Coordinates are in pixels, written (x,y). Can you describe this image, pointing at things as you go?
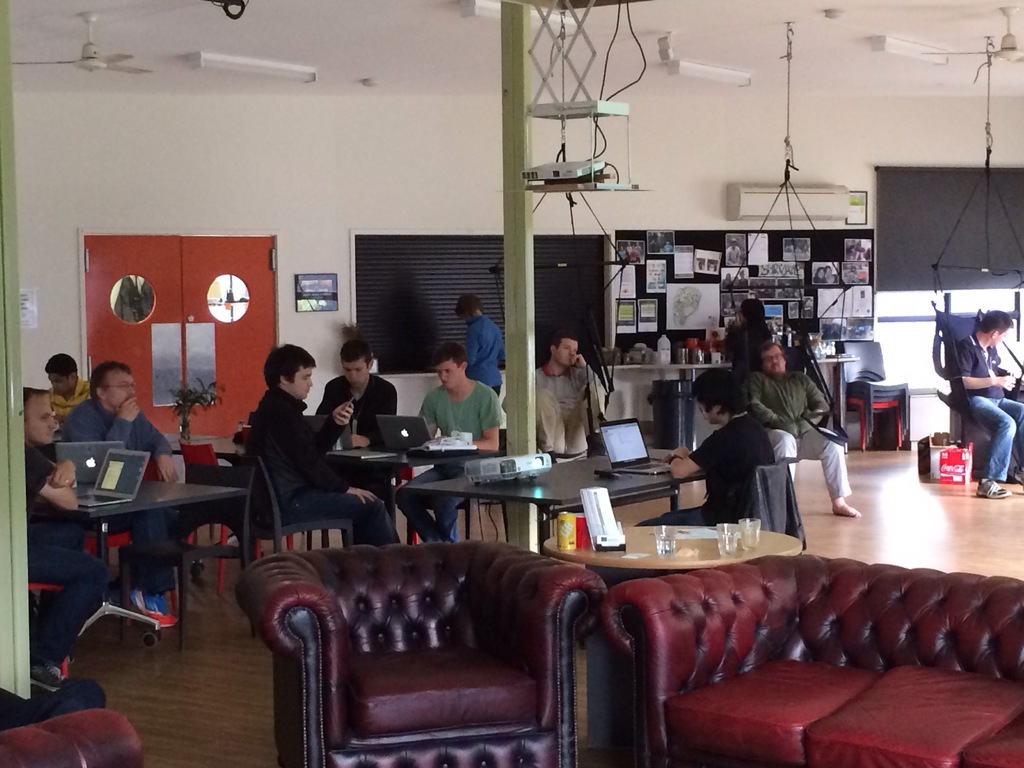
In the front (553,673) there are sofas (543,655) and chairs (518,660). Behind it there are many tables (508,488). On the table (691,538) there are glasses (737,546). There are many persons (278,403) sitting around the table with laptops (400,436). There is a pillar (526,278). A projector (557,181) is also there. On the background (336,163) there is a wall (213,143), door (187,272), notice board (711,297) with lot of notices (766,288), chairs (859,345), bottles (662,354).
